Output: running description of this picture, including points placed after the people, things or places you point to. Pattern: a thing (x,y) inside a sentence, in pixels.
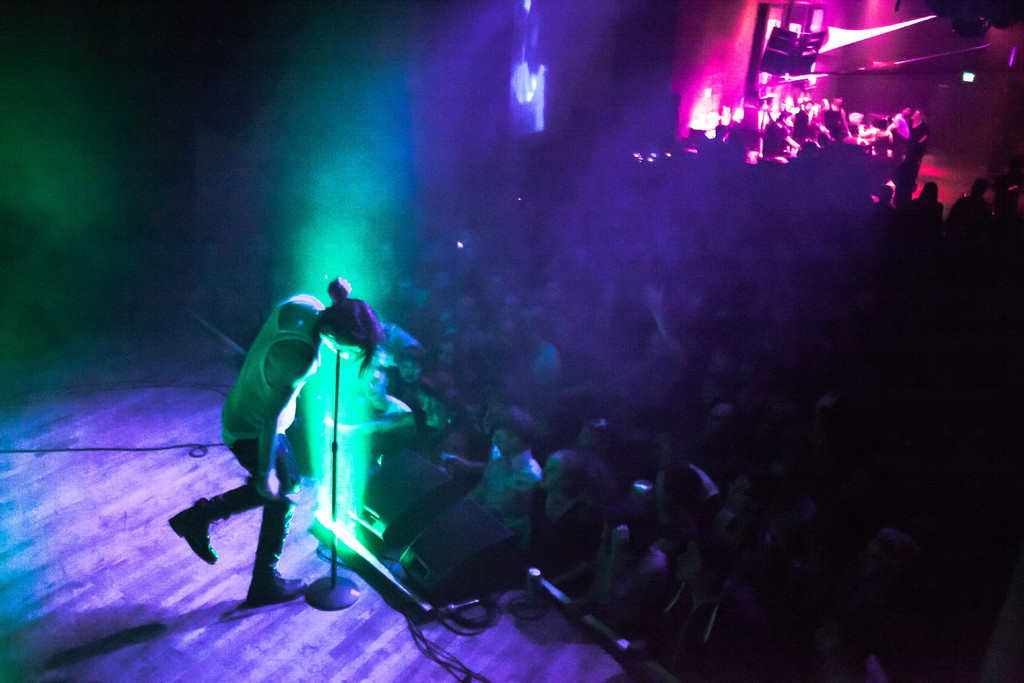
In this image, we can see a singer (262,410) on the stage (374,659) with a crowd (762,363).
